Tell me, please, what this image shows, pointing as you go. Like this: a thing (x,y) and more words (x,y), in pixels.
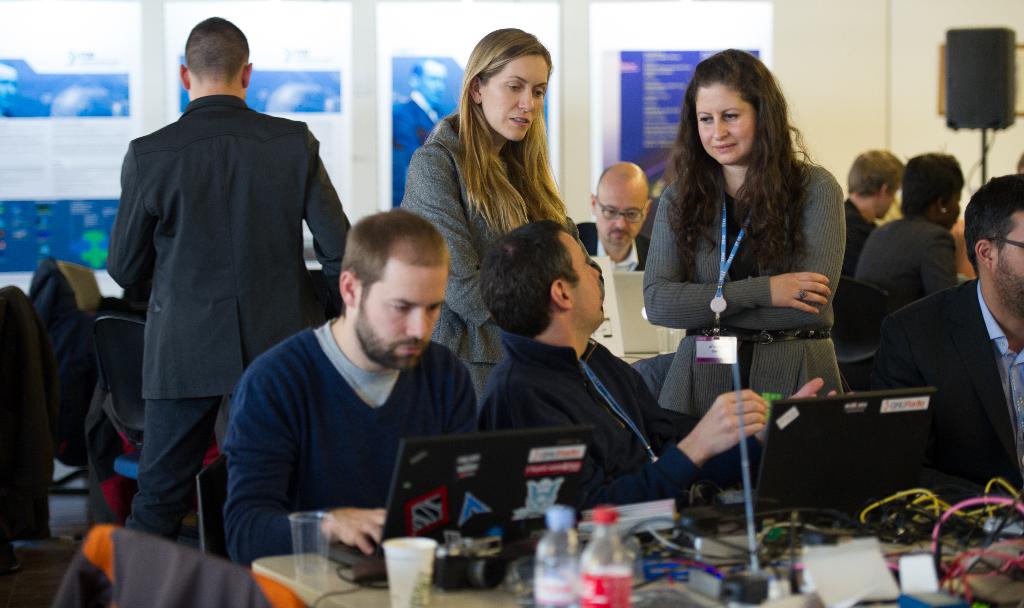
In this image, we can see people (427,155) and some are sitting on the chairs (664,386) and one of them is wearing an id card (703,355) and there are bottles (593,576), laptops (450,521), a glass (305,532), a cup (418,556), wires (880,530) and some other objects (621,505) on the tables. In the background (635,54), there are posters (173,82) on the doors (382,95) and we can see a wall (899,57) and a box (962,89) with a stand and there are some clothes (73,372).
